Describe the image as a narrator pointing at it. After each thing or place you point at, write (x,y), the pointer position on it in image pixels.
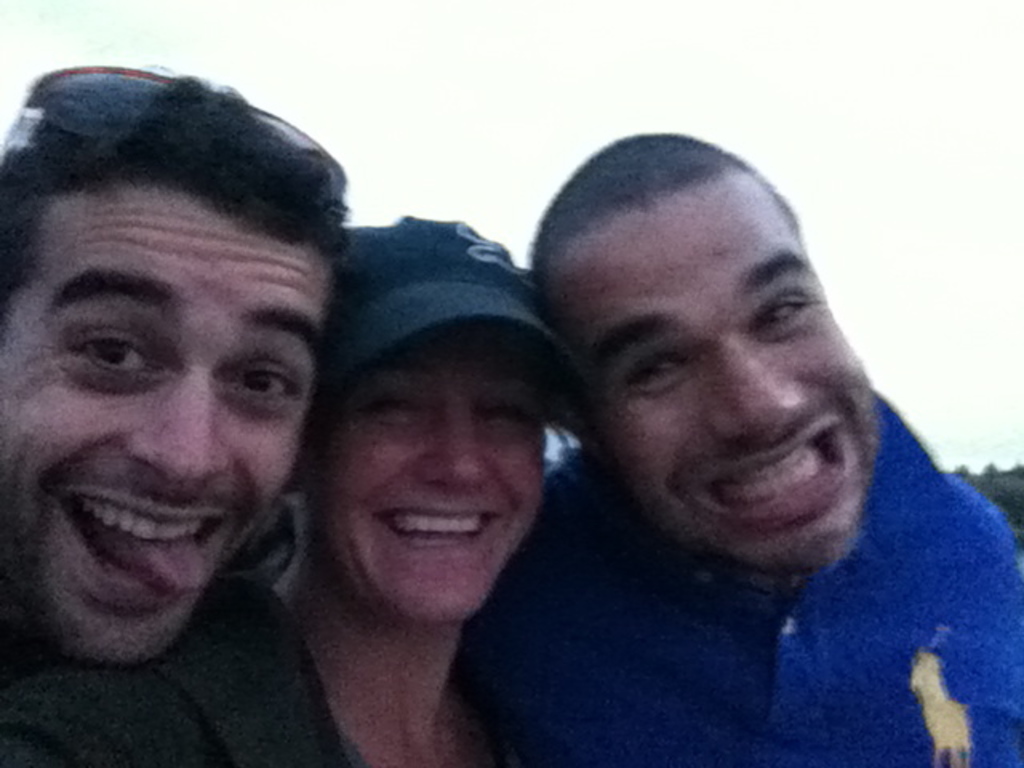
In this picture there are people (572,293) in the center of the image (537,377).
